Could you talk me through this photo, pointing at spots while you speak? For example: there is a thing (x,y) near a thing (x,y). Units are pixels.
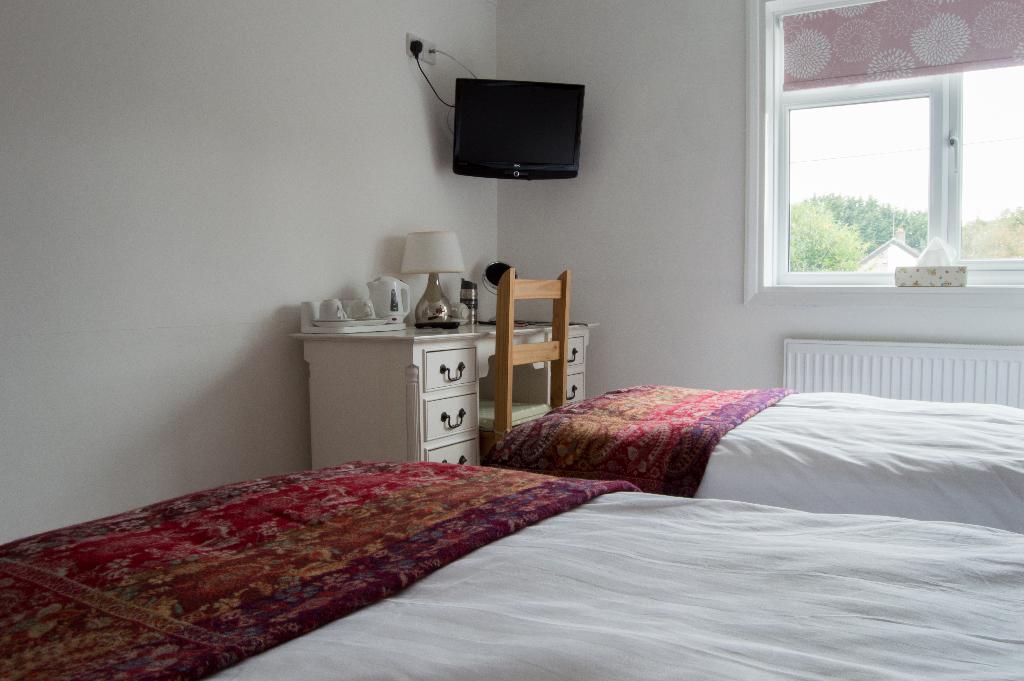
This image is taken in a bedroom (522,419). In this image we can see two beds (705,493) with blankets (584,432). We can also see a chair (542,290) in front of a table (446,361) and on the table (409,371) we can see a lamp (430,249), bottle (463,307), jug (396,299), cups (357,305) and saucers (337,318). We can also see a television (519,141) with a switch board (425,55) attached to the plain wall (338,172). On the right (860,122) there is a glass window (989,149) and through the glass window (927,209) we can see the trees (859,231). We can also see the window mat (914,24).
